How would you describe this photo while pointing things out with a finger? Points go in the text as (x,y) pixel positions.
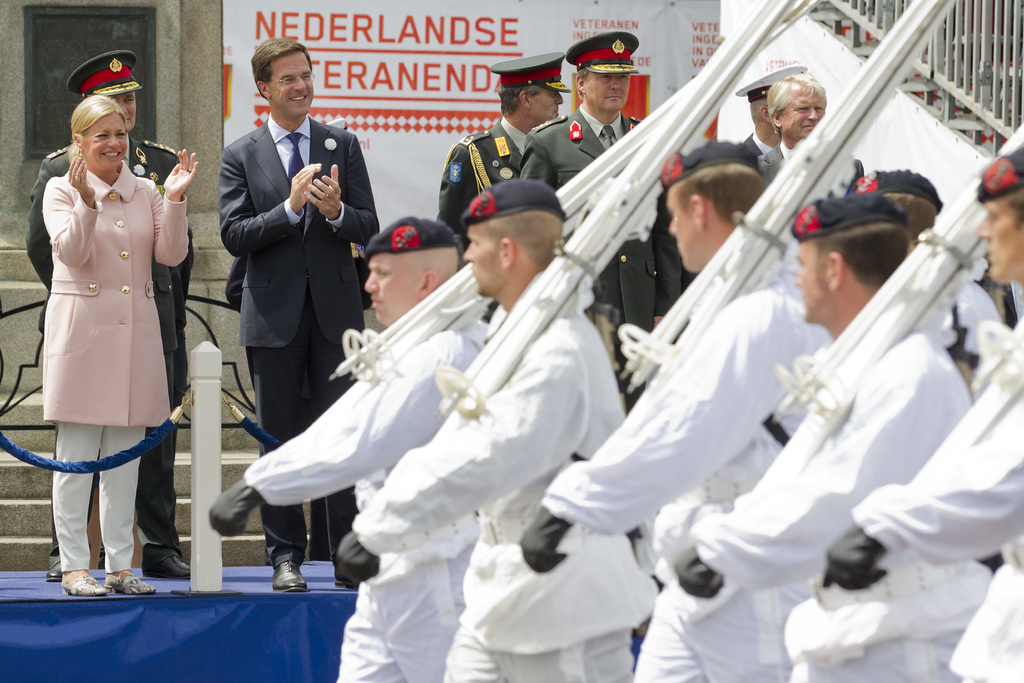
In the picture we can see a man (266,533) and a woman (70,349) are standing on the stage (100,665), the stage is with blue color curtain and railing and behind man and woman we can see three police men (495,139) are standing with uniforms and in front of them we can see some people (596,545) are walking holding white color stands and they are in white dresses (595,531) and in the background (557,37) we can see a wall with a banner (543,37) and beside it we can see a railing (949,84) with steps (946,100).
